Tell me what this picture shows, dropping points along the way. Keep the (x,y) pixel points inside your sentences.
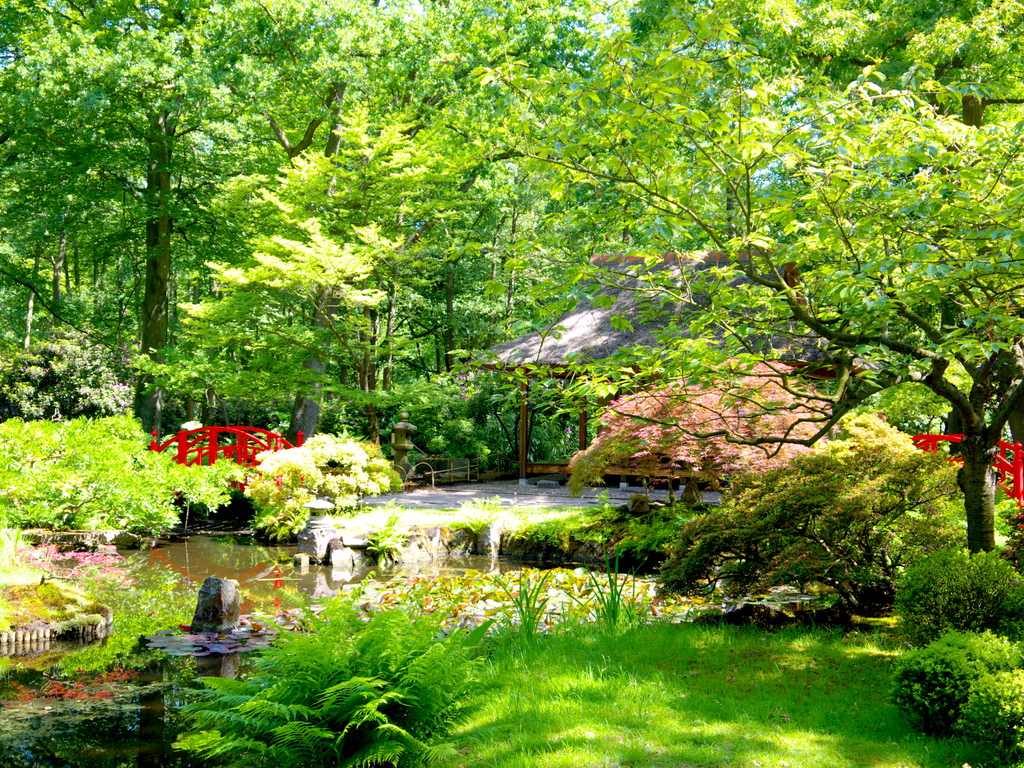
In the image there is a small pond (275,545) on the left side (206,647) with plants (267,643) and trees (1009,89) on either of it on the grassland (878,678) and there is a bridge (230,448) in the back (236,448).
